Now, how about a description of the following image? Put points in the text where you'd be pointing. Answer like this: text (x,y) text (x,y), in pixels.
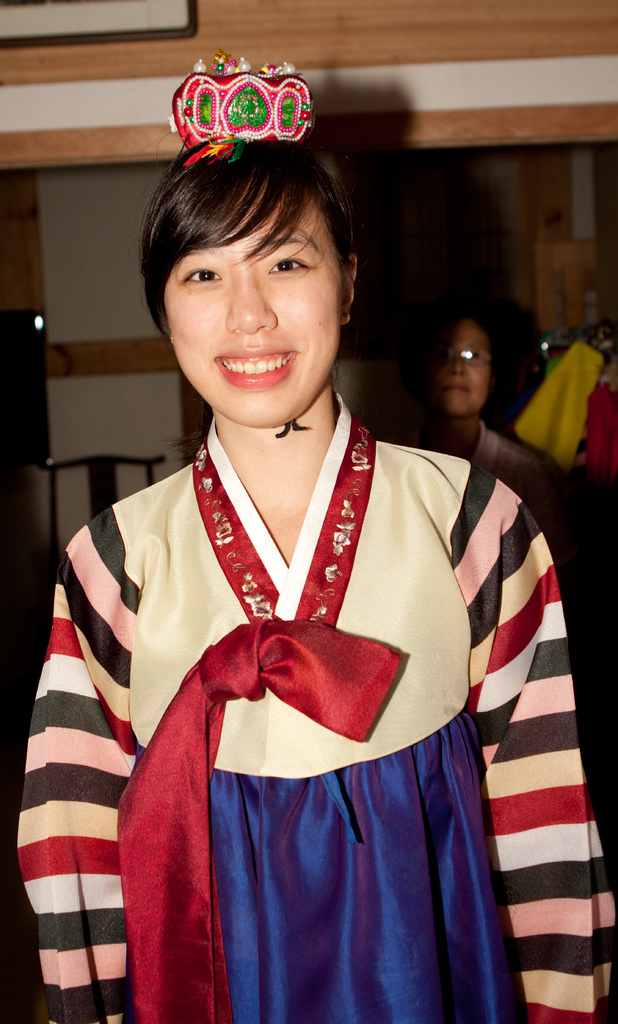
Here I can see a woman (311,487) wearing costume (189,575), standing, smiling and giving pose for the picture. At the back (456,413) there is another person (492,446). On the right side (569,398) there are some clothes (549,405). In the background (67,344) there is a wall (71,304).
